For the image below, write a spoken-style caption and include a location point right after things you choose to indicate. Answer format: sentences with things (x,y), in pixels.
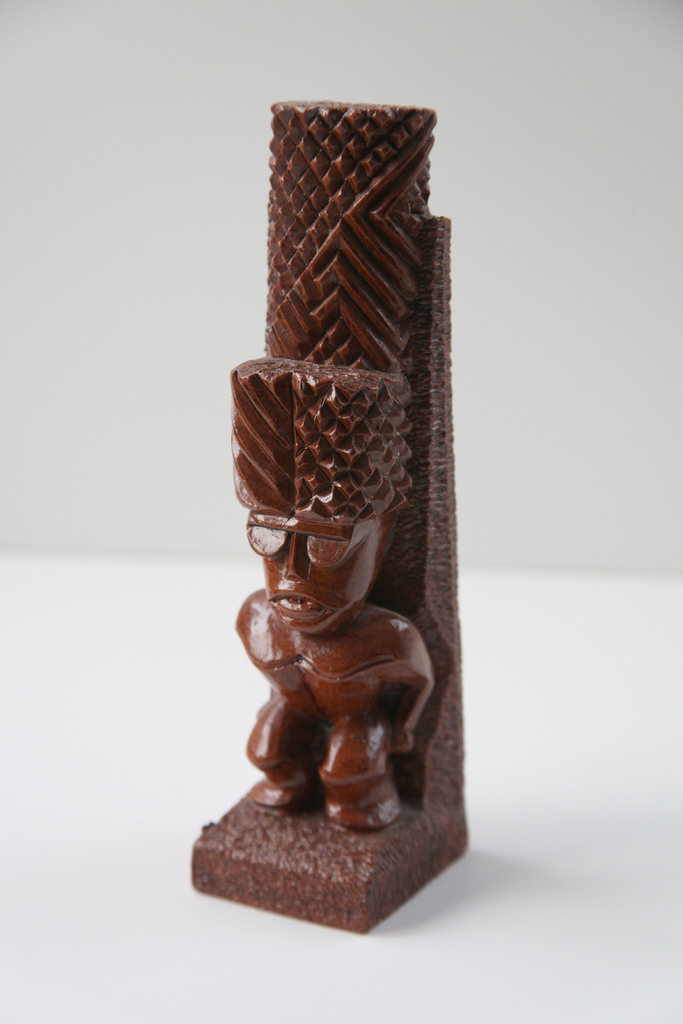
In the middle (404,403) I can see a sculpture (435,626) on the floor (298,934). In the background (118,167) I can see a wall (323,84) off white in color. This image is taken may be in a room (208,417).
